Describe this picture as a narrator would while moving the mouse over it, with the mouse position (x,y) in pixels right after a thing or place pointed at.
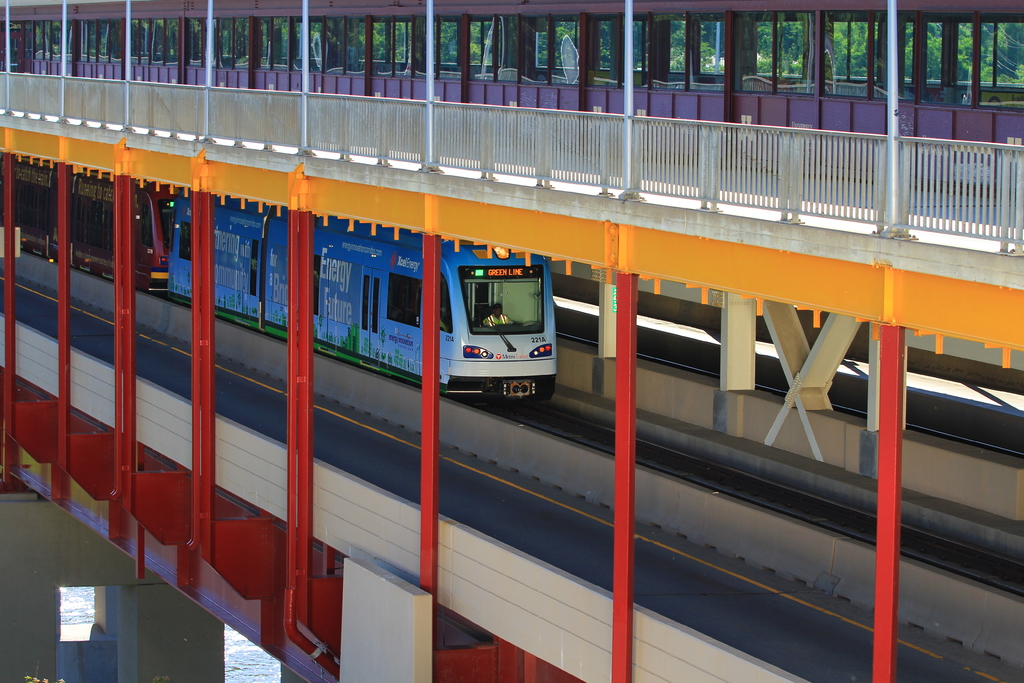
In the center of the image (504,321) we can see a person (493,314) sitting inside a locomotive (496,338) placed on the track (640,447). In the foreground (660,564) we can see a group of poles (614,537), pathway (483,524). In the background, we can see some railings (947,176). At the top of the image (103,50) we can see a group of windows (514,41) and trees (837,35).
